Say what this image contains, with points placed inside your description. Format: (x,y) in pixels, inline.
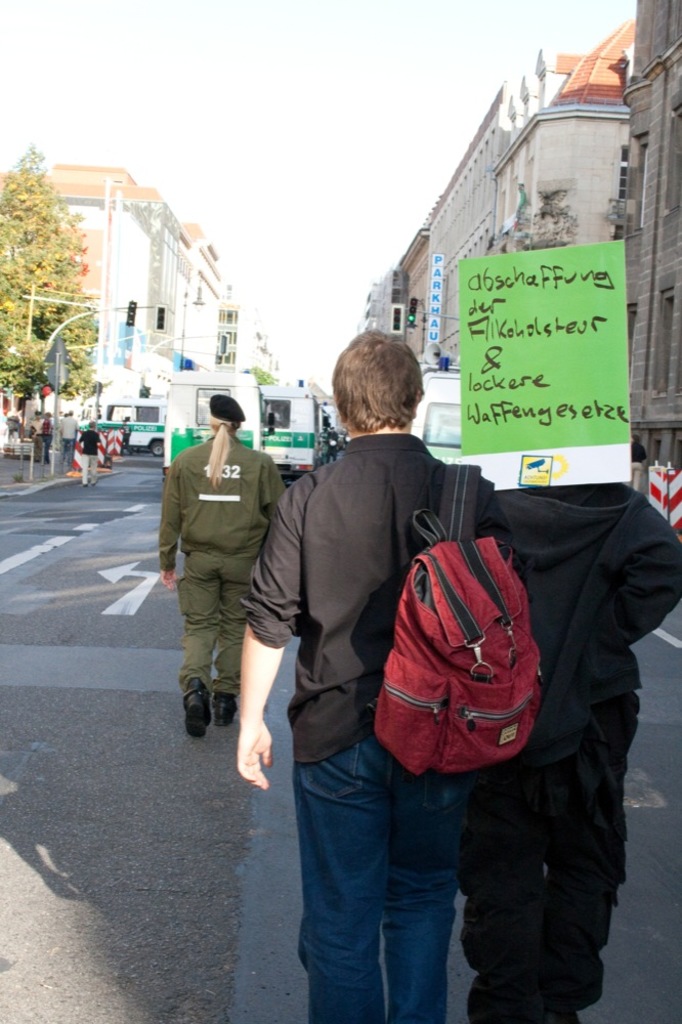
This picture is taken on the road (179,625) in which there are people (415,848) walking on the road (230,730). In front of them there are some police vans (279,414) which are going on the road (132,473) and there is also buildings (137,272) and trees (63,313) in front people (386,566) who are walking.
